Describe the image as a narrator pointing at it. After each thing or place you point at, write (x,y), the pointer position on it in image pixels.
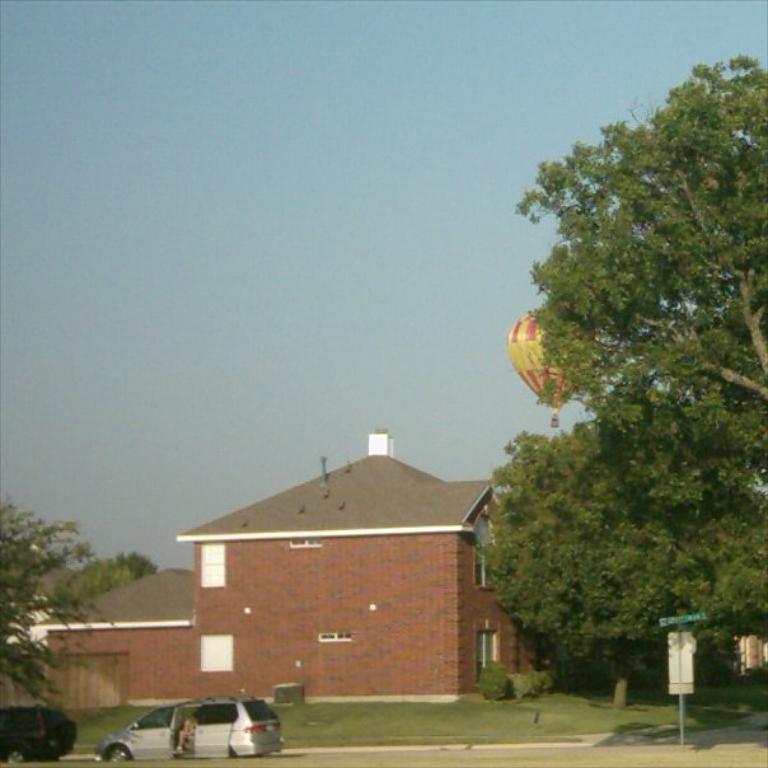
This image consists of a house (369,591). On the right (718,419), there are trees (749,466). And we can see a hot air balloon (560,382) in the air (502,300). At the top (173,165), there is sky (227,465). At the bottom (186,742), we can see cars (158,740) on the road (438,755). And there is green grass (420,731) on the ground (345,738).
